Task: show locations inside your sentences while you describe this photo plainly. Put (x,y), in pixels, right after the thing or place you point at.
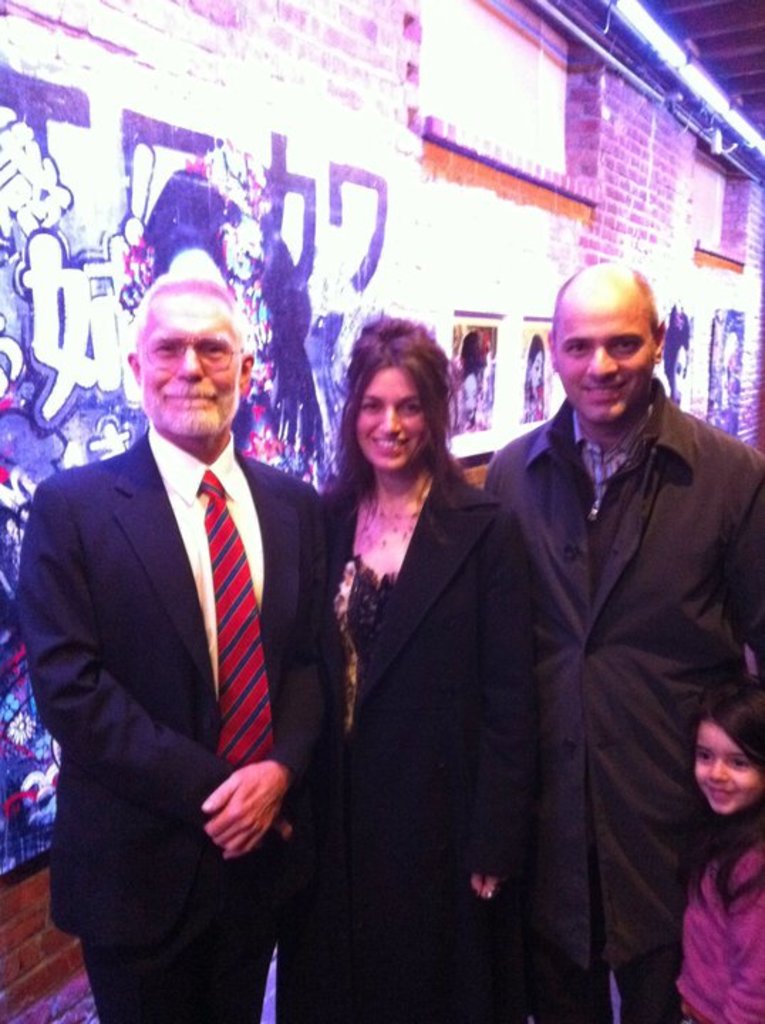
In this image I can see four persons (463,518) standing. The person (753,569) at right (616,545) wearing black color dress (616,545) and the person (189,530) at left (163,534) wearing black blazer (163,534), white color shirt (190,534) and red tie (229,542). Background (371,15) I can see a wall (380,257) and few lights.
